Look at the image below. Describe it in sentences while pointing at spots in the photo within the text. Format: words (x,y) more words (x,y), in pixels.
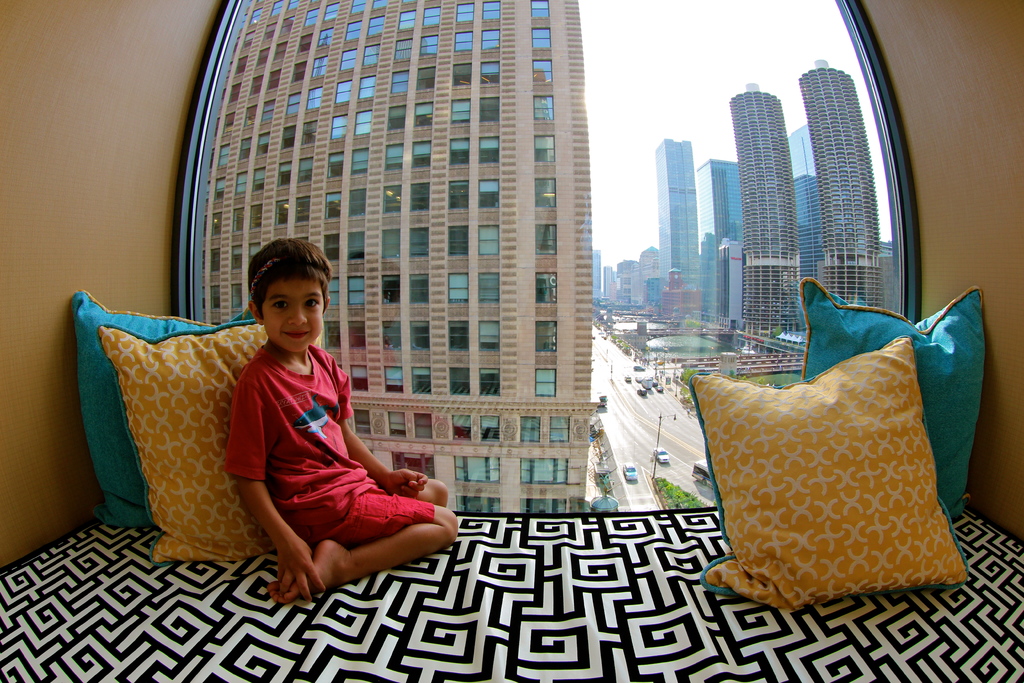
In this image, we can see a kid (253,366) and some pillows (232,340) on the bed (365,666). In the background (439,62), there is a glass (678,222) and through the glass (589,212), we can see buildings (686,246), poles (664,383), trees (682,391) and we can see some vehicles (646,384) on the road (635,363) and there is water (696,346).
